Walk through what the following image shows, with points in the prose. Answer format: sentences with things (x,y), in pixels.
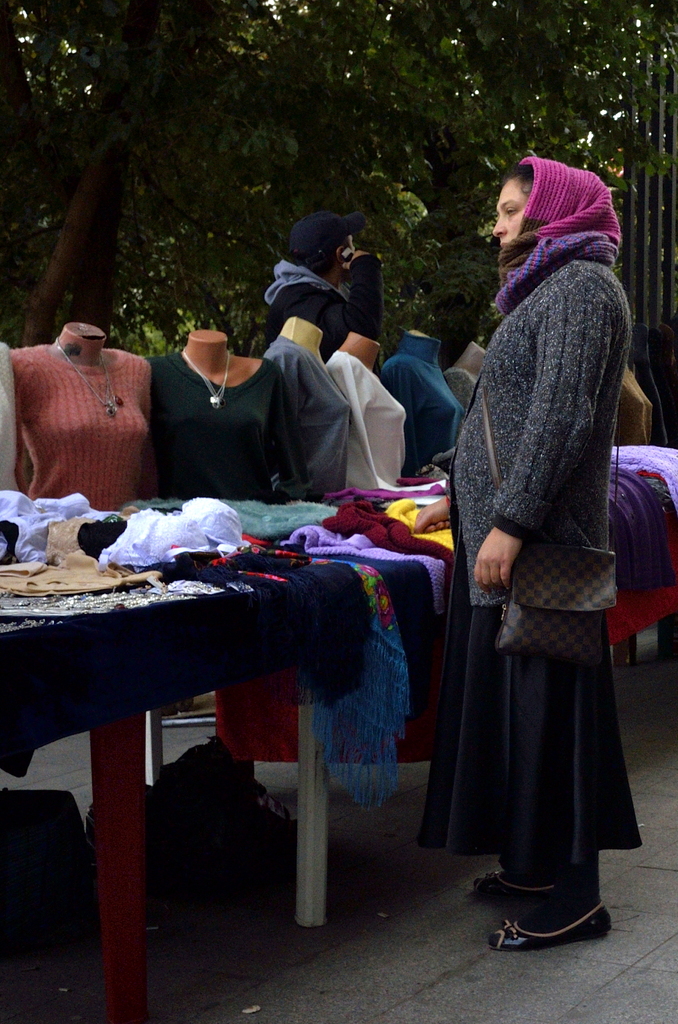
In this image we can see there is the person (493,580) standing on the ground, in front of the person (517,237) there is the table (231,615) with a cloth (325,711), on the table (345,626) we can see some clothes (270,552) and under the table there are bags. At the back (115,461) there are mannequins (202,454) with dresses (277,438) and there is the person (345,302) holding cell phone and we can see trees (432,112).
